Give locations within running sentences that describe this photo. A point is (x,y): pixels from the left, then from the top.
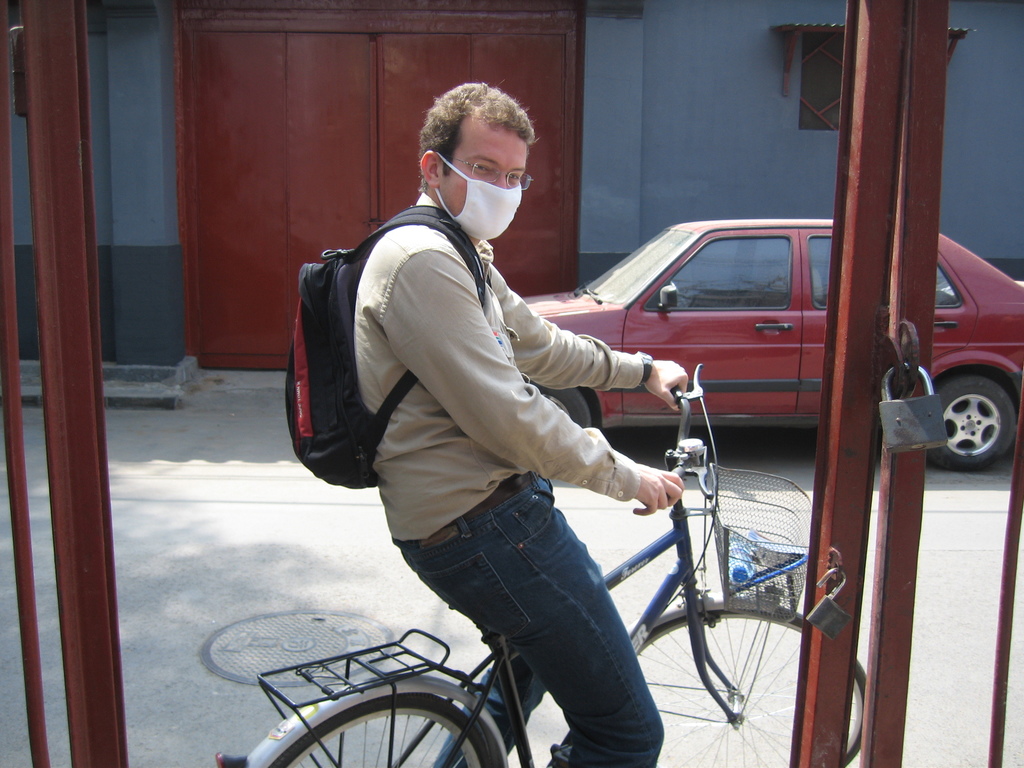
A man (462,595) is sitting on a bicycle (682,548) there is a car (726,295) in the right (813,342) and wall (692,152).
